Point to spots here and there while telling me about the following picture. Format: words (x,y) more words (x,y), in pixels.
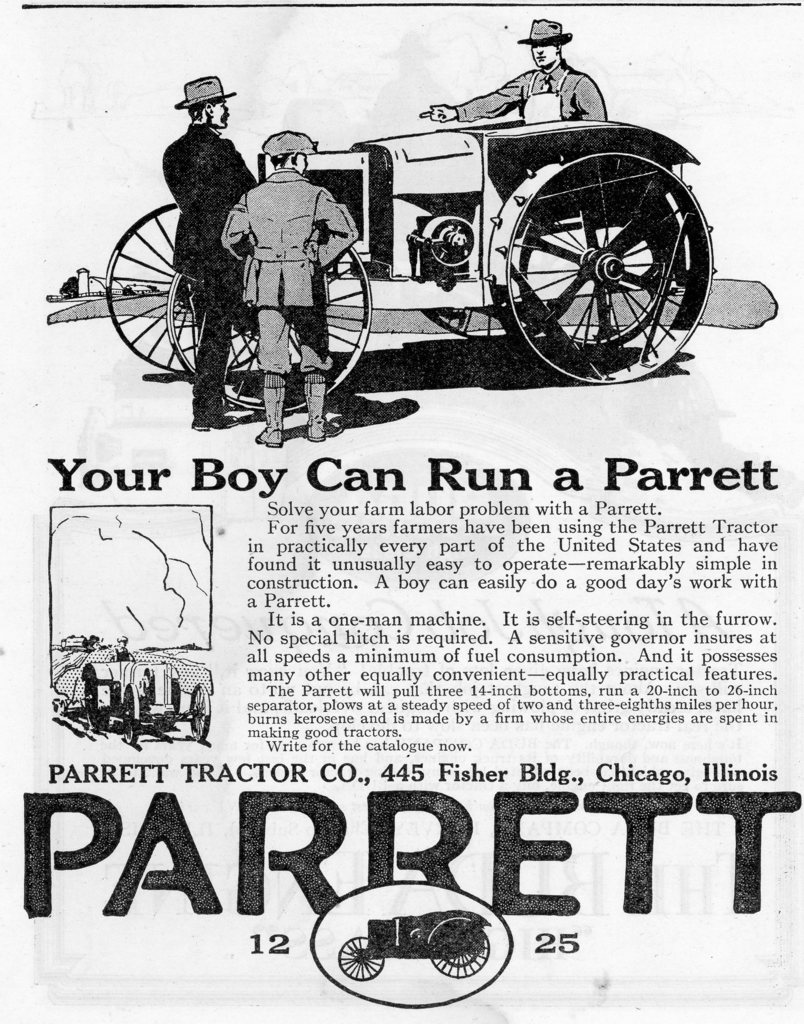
This is an animated and edited image in which there is some text (373,650) and numbers (284,951) and there are persons (248,209) standing and there is a person (553,84) sitting in the vehicle (520,171).
